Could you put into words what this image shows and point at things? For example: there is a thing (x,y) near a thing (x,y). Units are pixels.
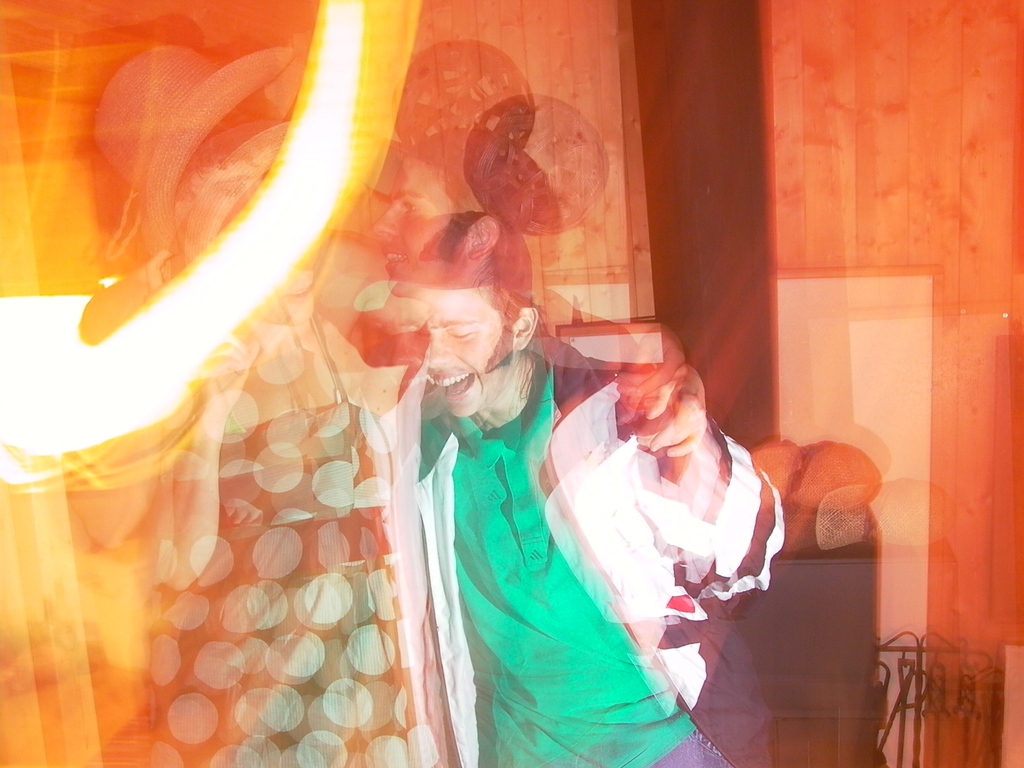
In this image we can see two persons (537,372), wall (807,141), almirah (850,620) and a chair (900,693).
